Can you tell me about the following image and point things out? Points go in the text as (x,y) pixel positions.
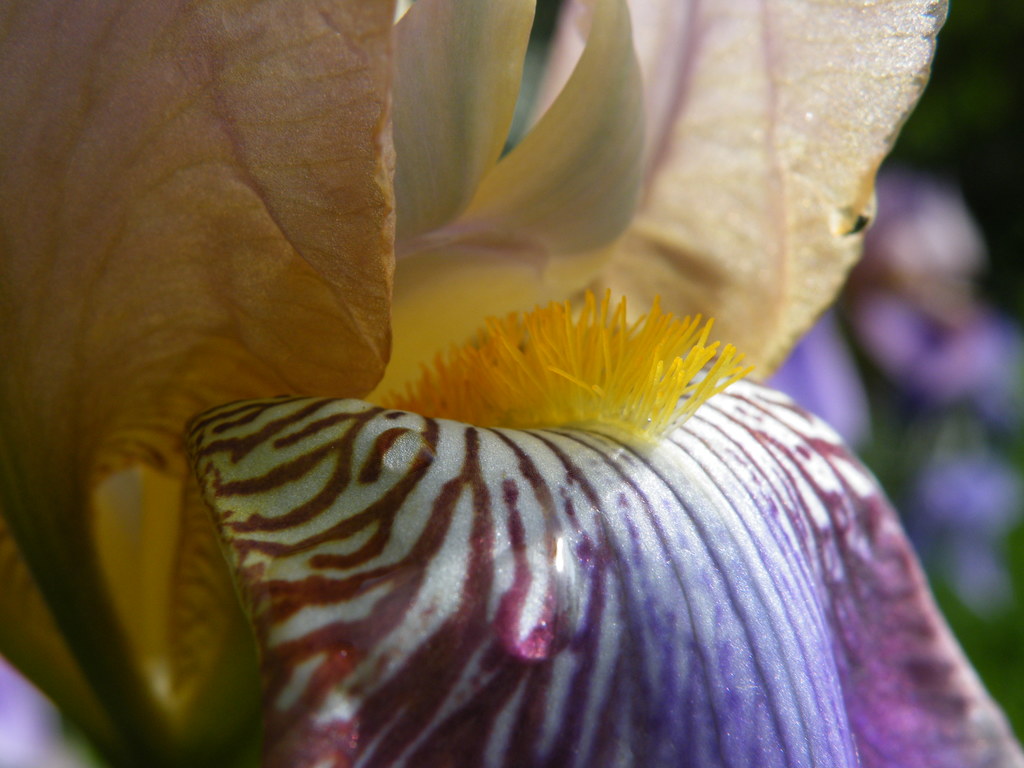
In this image, I can see flowering plants (541,457). This image taken, maybe in a garden (389,492).
